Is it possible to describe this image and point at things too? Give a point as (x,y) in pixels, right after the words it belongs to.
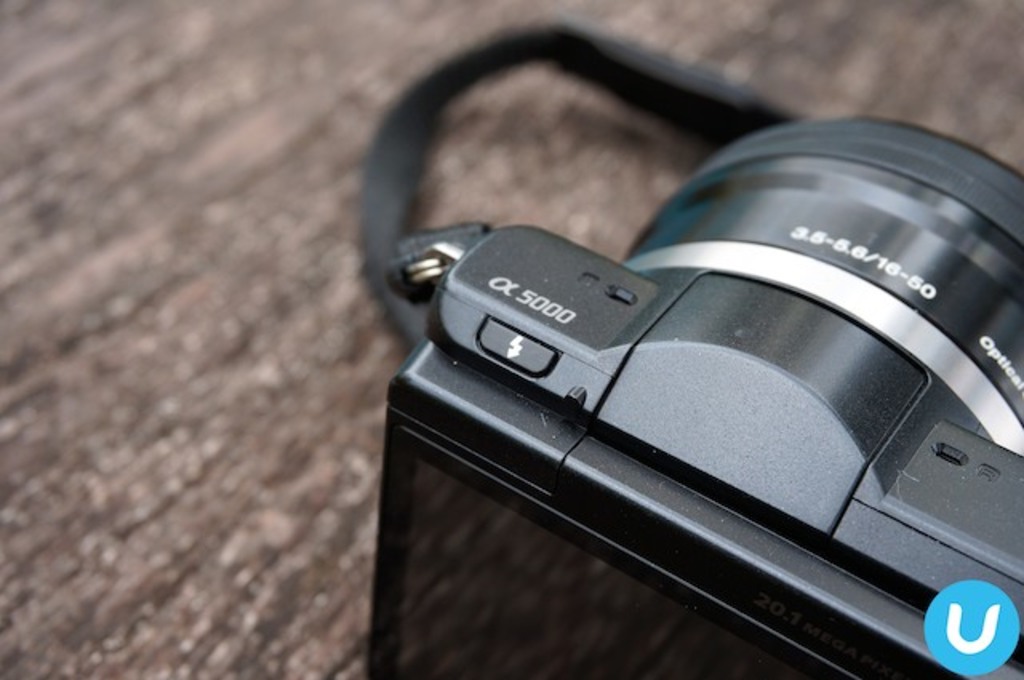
In this image we can see a camera (567,476) on the table (323,264) and a logo (953,660) on the image.
